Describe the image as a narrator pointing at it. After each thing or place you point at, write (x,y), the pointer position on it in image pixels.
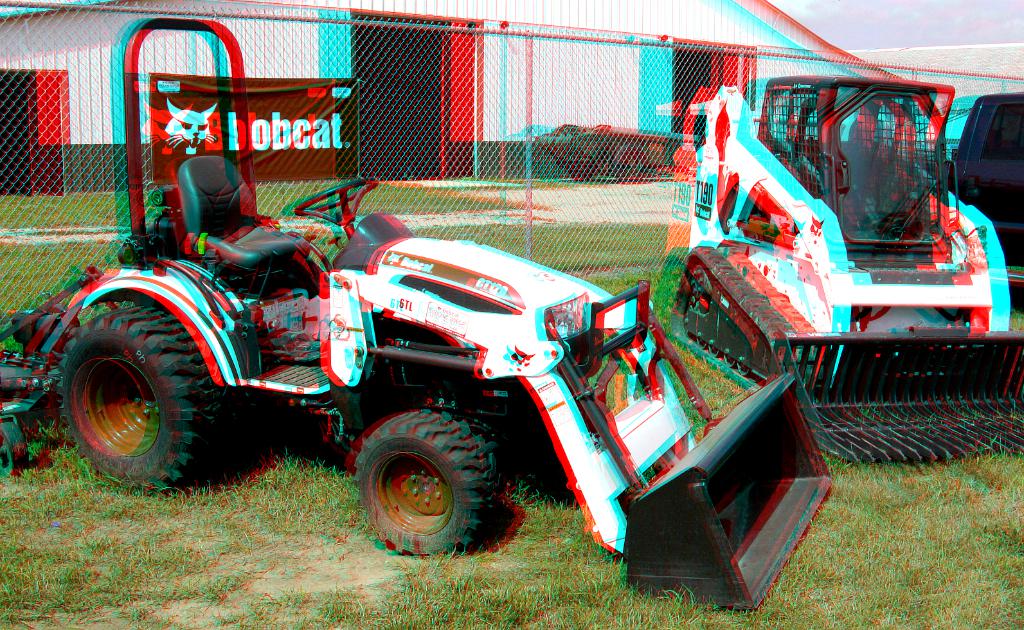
In this image we can see a vehicle (424,303) on the grassy land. Behind the vehicles (206,202) we can see the fencing (526,151) and a shed (285,58). On the fencing (206,56) we can see a banner (310,128) with text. In the top right (913,23), we can see the sky (835,34).
